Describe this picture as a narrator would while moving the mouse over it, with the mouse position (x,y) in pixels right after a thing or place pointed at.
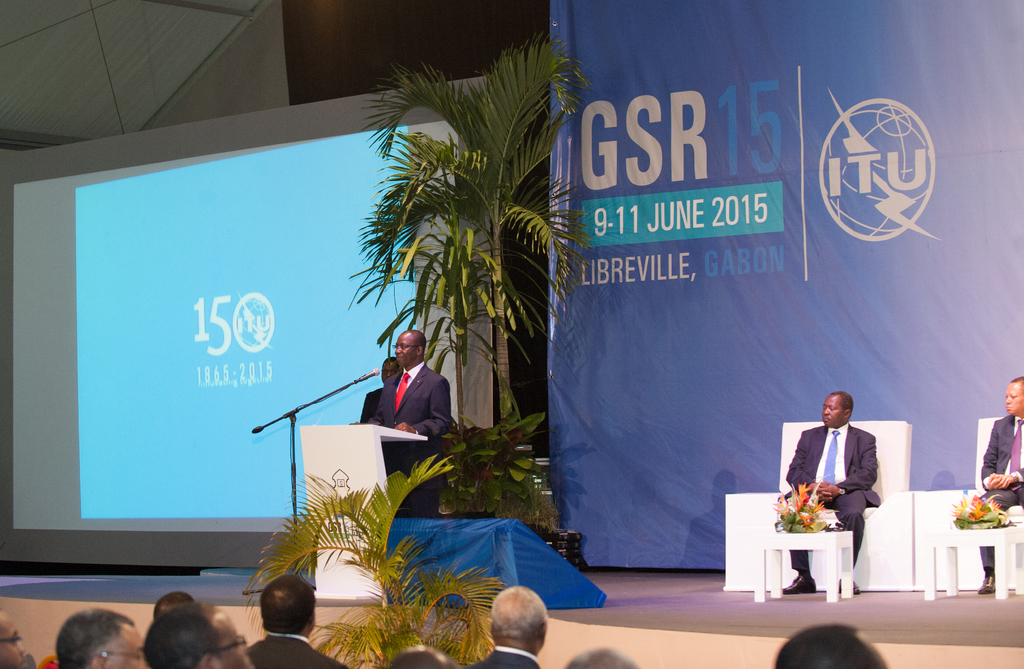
In this image we can see few persons (172,632) and a plant (355,648) at the bottom (162,619). On the right side (844,501) we can see two men (836,496) are sitting on the chairs (796,443) on the stage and we can see flowers (798,514) on the tables (848,555) and a man (379,423) is standing at the podium (367,426), mic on a stand (293,512), plants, banner (674,107), screen (175,245) and other objects (510,536).
